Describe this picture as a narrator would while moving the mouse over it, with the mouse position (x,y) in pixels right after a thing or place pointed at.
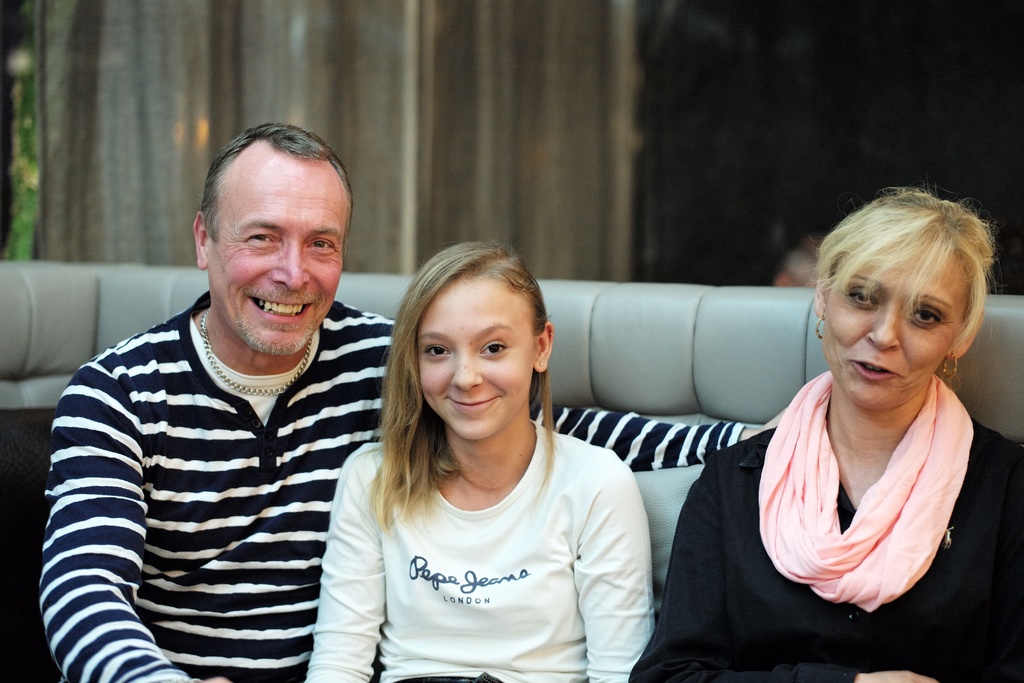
In this picture I can see few of them (387,476) seated on the sofa (632,400) and I can see curtains (329,95) and I can see smile on their faces (526,316) and looks like few people (795,265) seated in the back (780,273).
